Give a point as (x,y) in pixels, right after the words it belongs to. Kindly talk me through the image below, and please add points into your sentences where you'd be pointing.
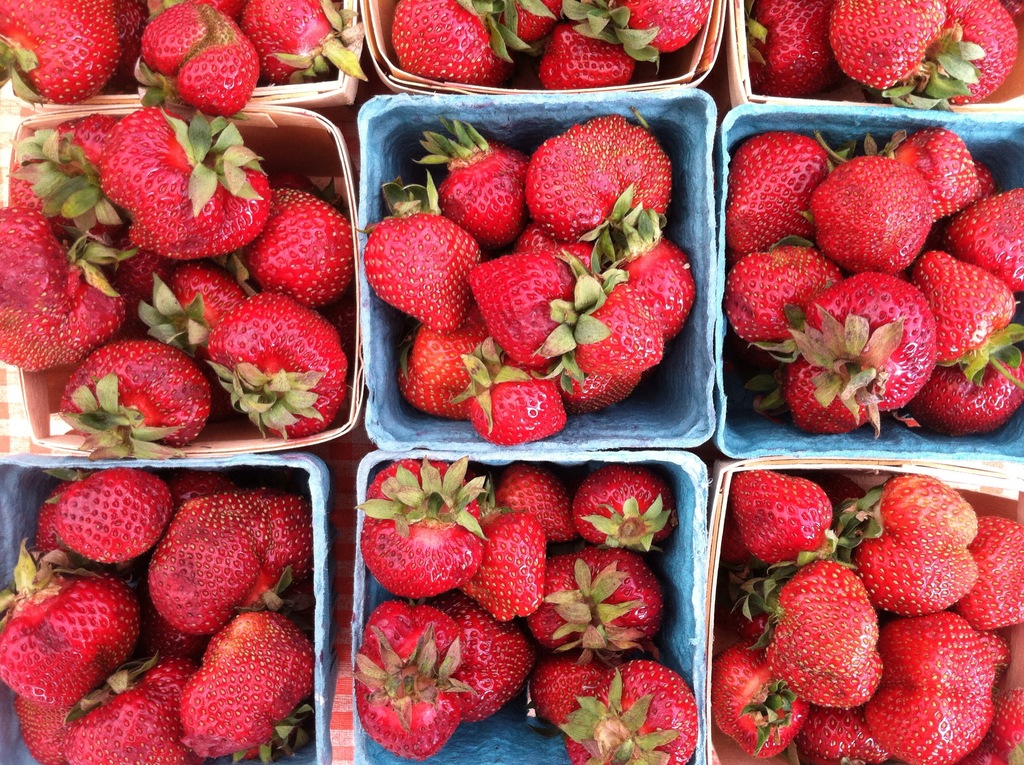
There are red color strawberries (174,174) arranged in boxes (921,457), which are on the table (350,644).
